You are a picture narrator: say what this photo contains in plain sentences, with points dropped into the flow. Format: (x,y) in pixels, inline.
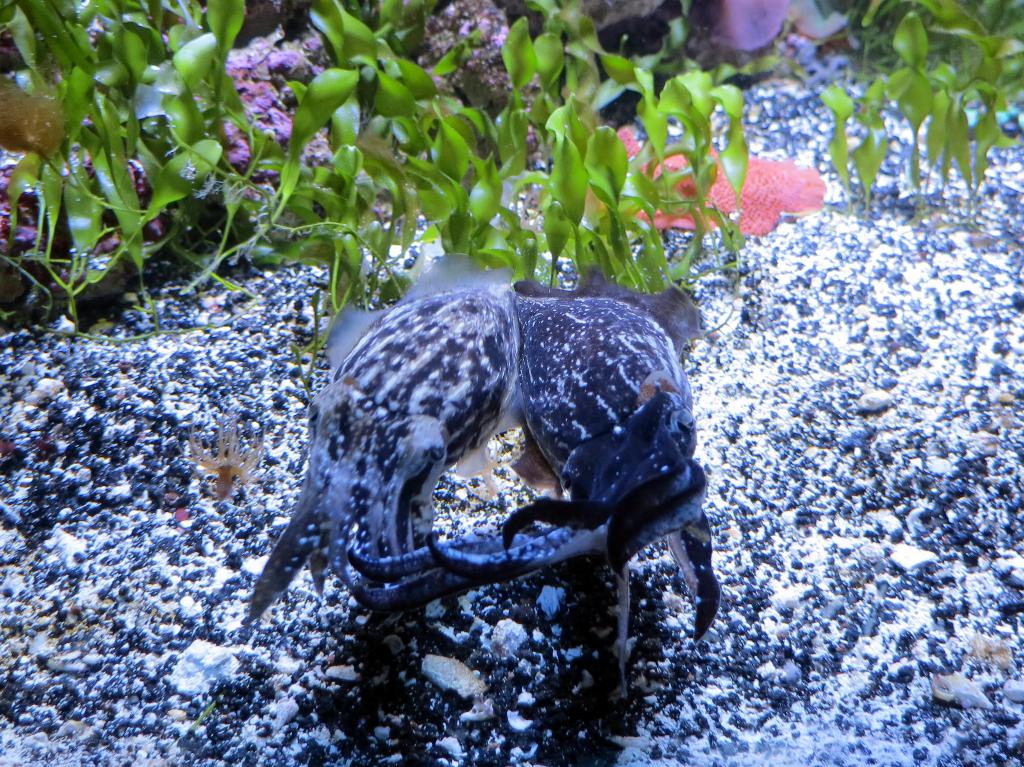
In this image we can see water animals (604,492) and plants (732,176).
